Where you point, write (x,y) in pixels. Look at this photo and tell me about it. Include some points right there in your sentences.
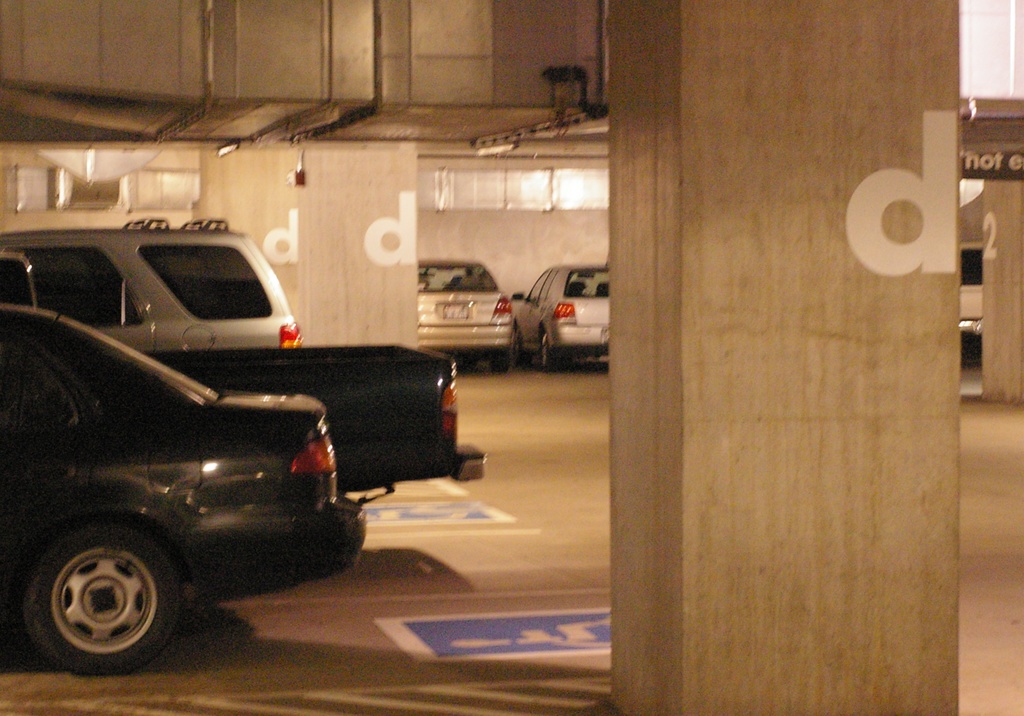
In this picture I can see few vehicles (246,311) on the left side (266,440). In the middle (659,364) there are pillars (731,423), it looks like a cellar (608,594).
